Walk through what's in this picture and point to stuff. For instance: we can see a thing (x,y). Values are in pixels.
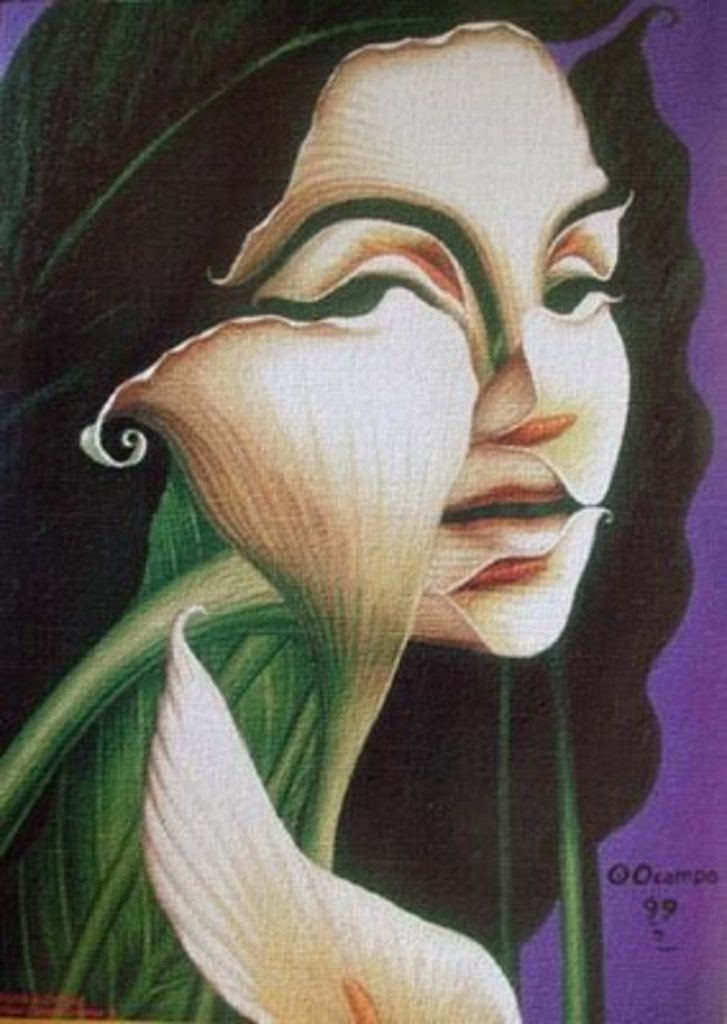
In this image I can see a painting (521,458), on which I can see a woman face (318,334), flower (315,519), text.
